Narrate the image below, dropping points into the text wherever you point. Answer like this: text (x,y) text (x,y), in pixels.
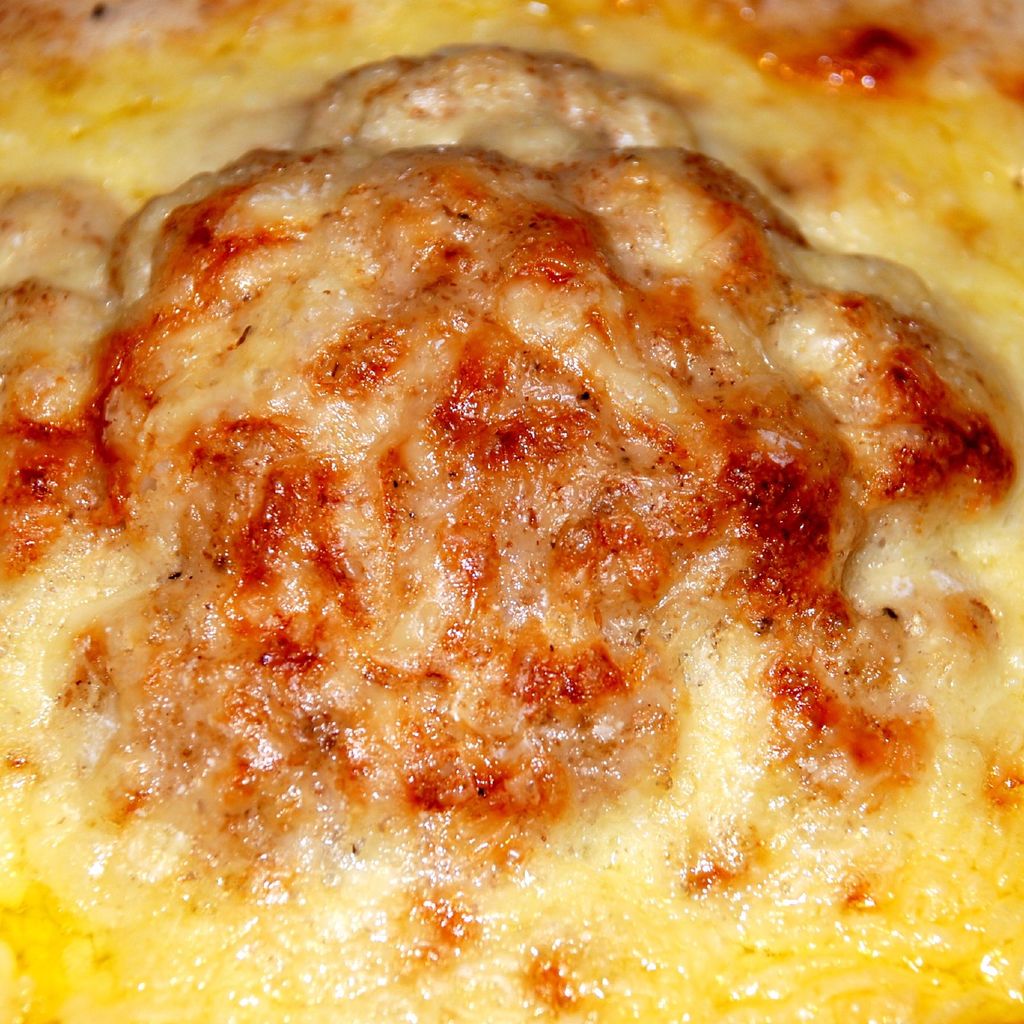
In this image I can see the food (442,607) which is in yellow, cream and red color.
